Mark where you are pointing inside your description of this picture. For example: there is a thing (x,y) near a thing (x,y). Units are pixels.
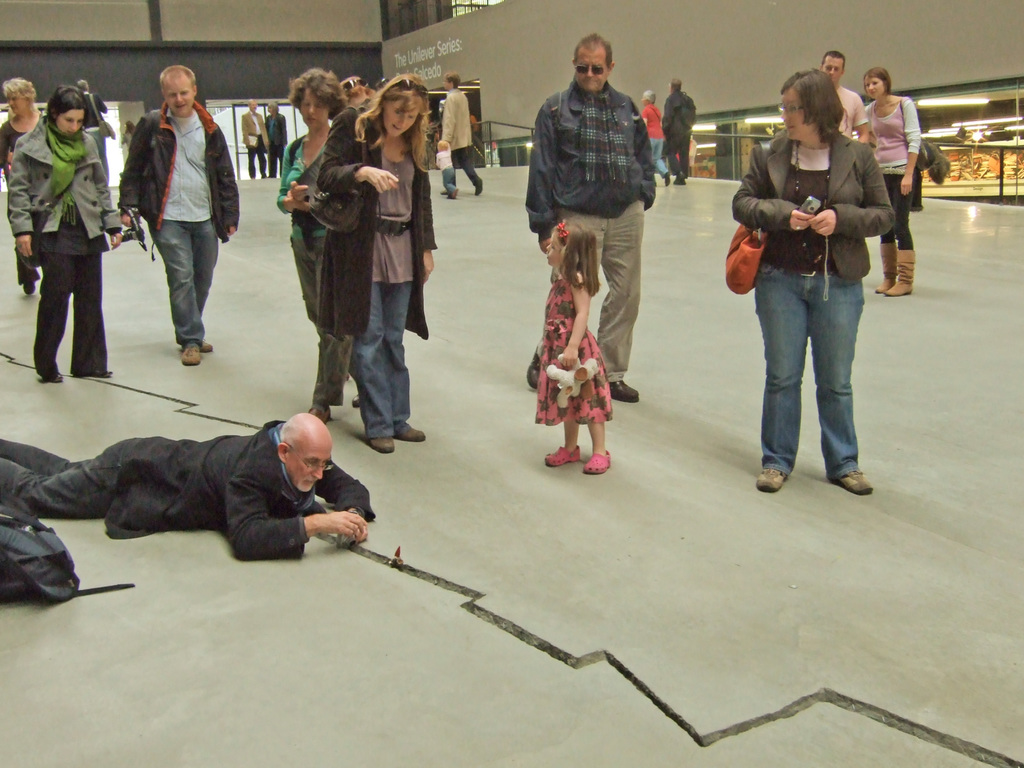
There are group of people (71,179) standing and watching this man (147,494). Here is a person (134,495) holding an object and lying on the floor (359,562). This looks like a bag (45,553). I can see few people (680,124) walking. I think this is the glass door (987,142) with the lights (947,102). This is the wall (633,33).
